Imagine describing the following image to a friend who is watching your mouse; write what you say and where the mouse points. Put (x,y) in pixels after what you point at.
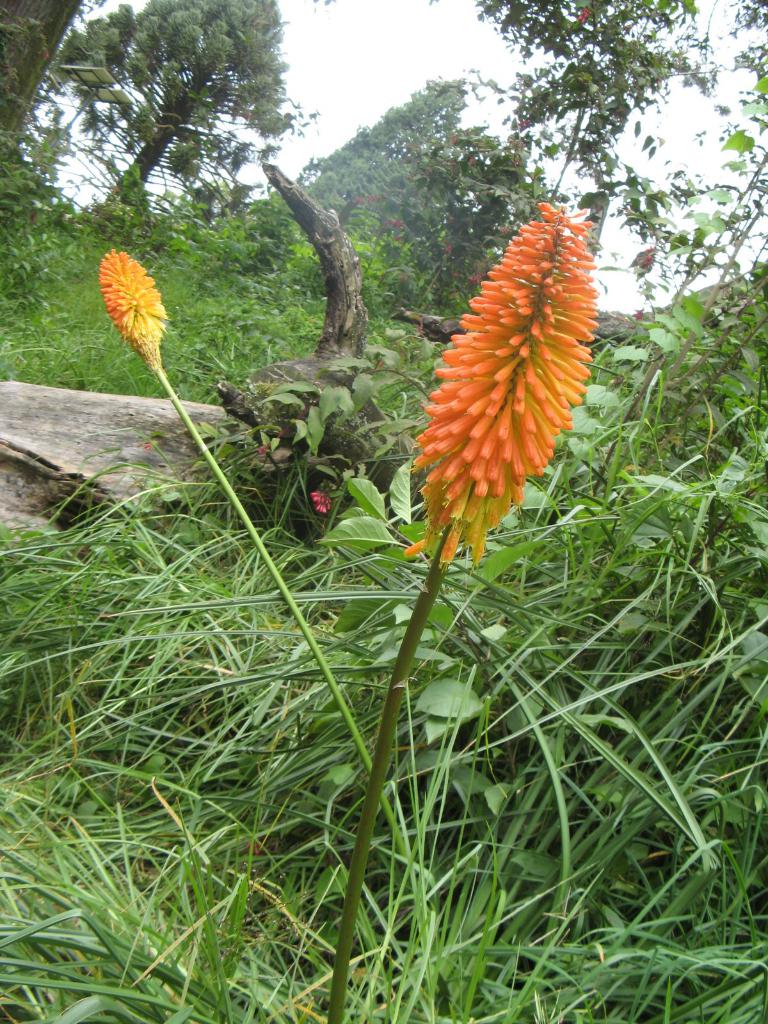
In this picture we can see few flowers (479,467), grass (214,287) and trees (209,170).
